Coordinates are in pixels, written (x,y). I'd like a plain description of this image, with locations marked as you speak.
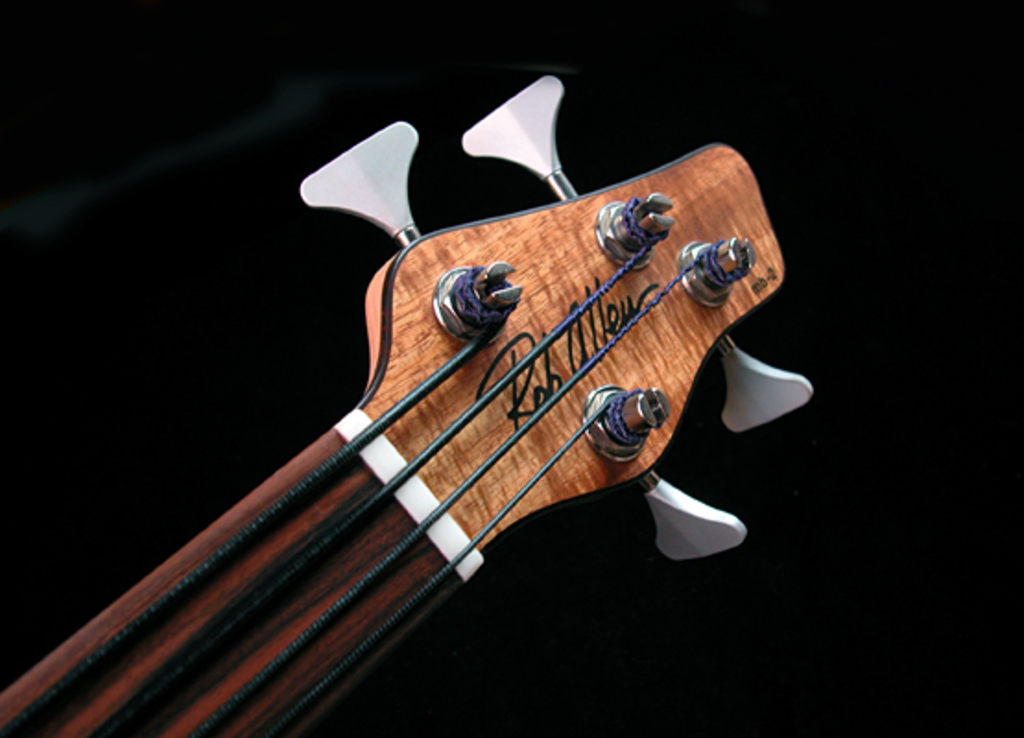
In this picture a guitar top most part (471,242) is displayed and the label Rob Allen is written on it.
